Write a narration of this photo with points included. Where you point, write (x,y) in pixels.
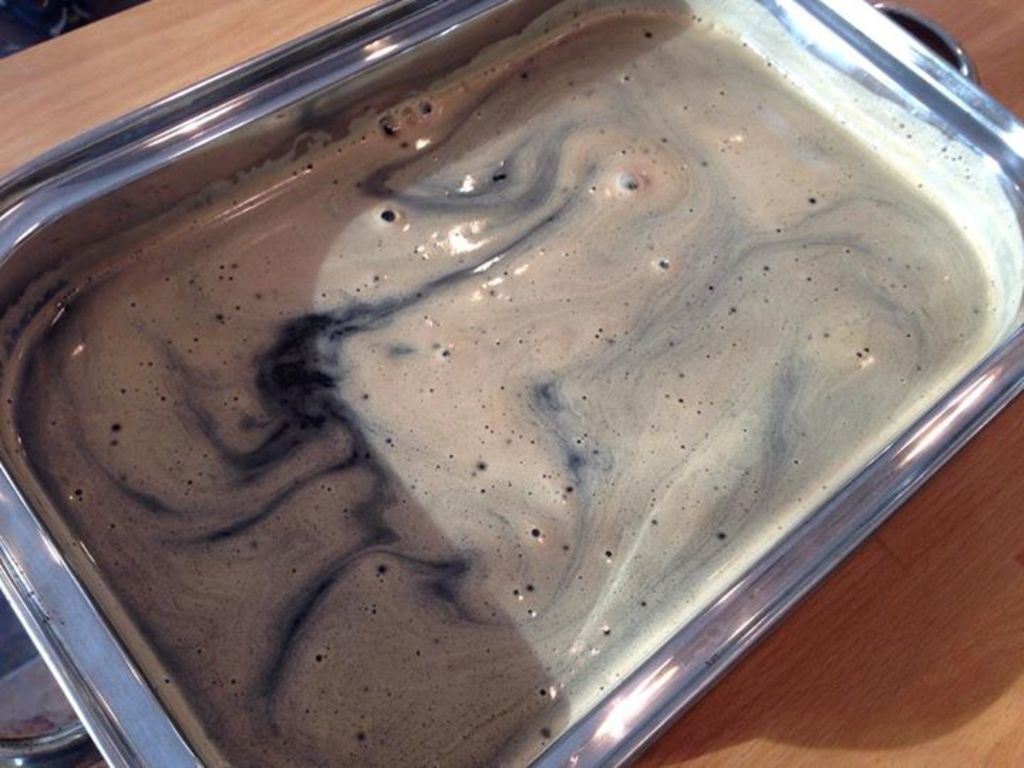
In this picture we can see a tray (154,732) with a liquid (350,156) in it and this tray (516,270) is placed on a table (964,13).
